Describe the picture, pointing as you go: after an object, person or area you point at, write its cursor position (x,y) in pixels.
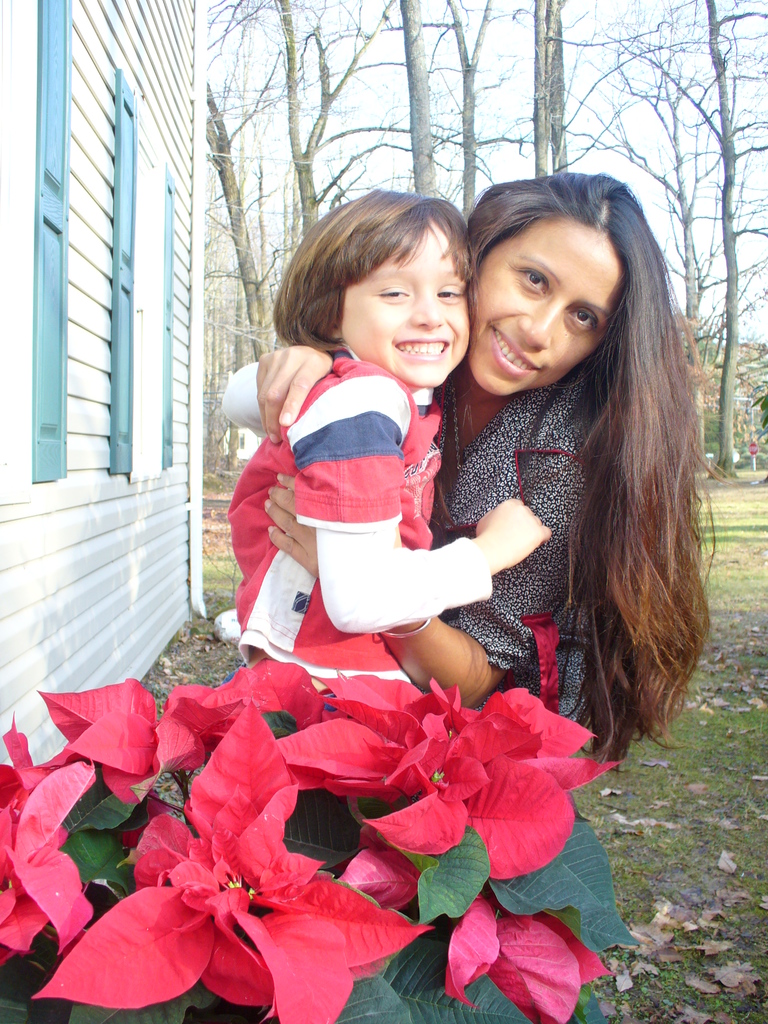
In this image there is one woman (502,410) who is holding one boy (385,433), and there are some leaves (422,857) and flowers (515,812). At the bottom (695,809) there is grass (699,741) and some dry leaves (663,937) and on the left side of the image (125,187) there is a house (124,492), in the background (268,154) there are trees (734,347) and sky (656,123).
